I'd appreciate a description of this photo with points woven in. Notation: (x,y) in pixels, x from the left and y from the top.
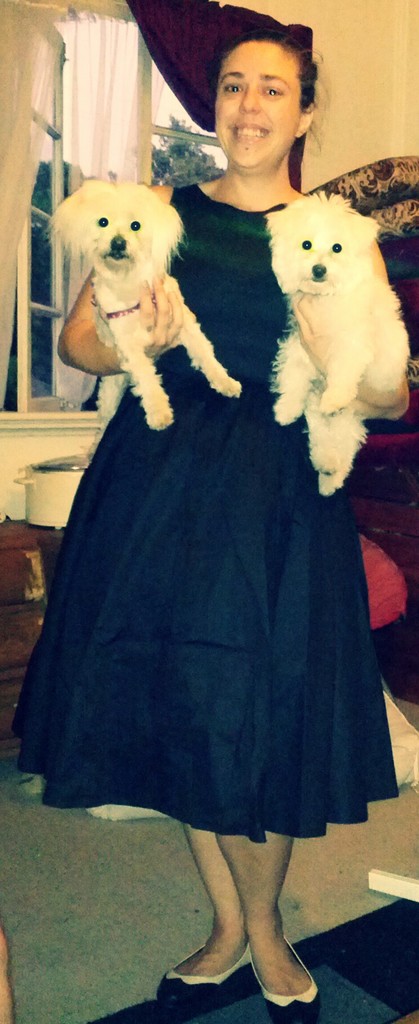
A person (266,95) is standing in a room (127,990) wearing black dress (240,376) and holding 2 white dogs (222,375). Behind her there is a window (41,216) and curtains (124,121).
